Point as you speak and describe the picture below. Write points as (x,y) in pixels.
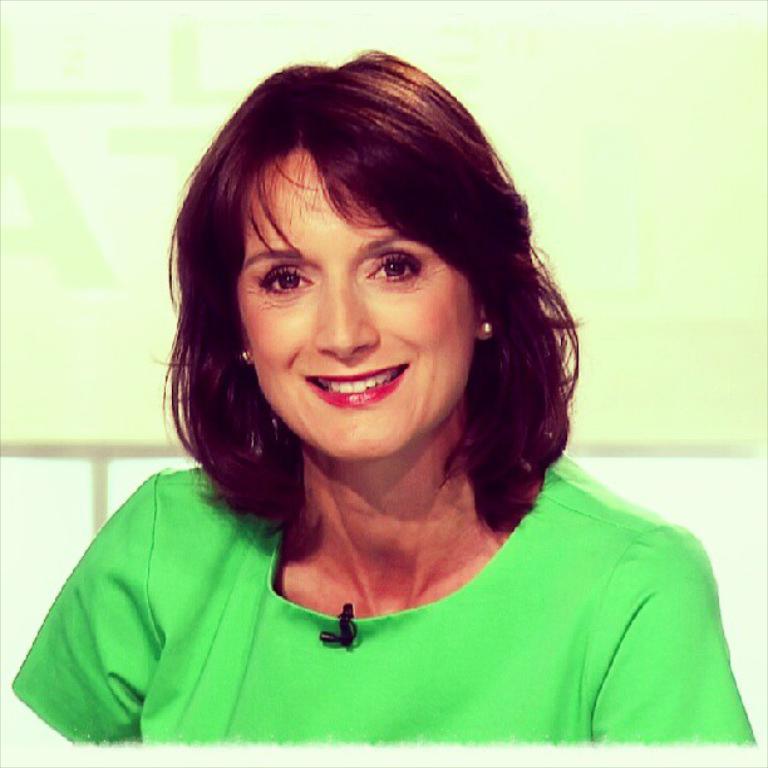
A woman (351,229) is looking at this side, smiling. She wore a green color t-shirt (246,617) and a microphone (347,630) in black color.
